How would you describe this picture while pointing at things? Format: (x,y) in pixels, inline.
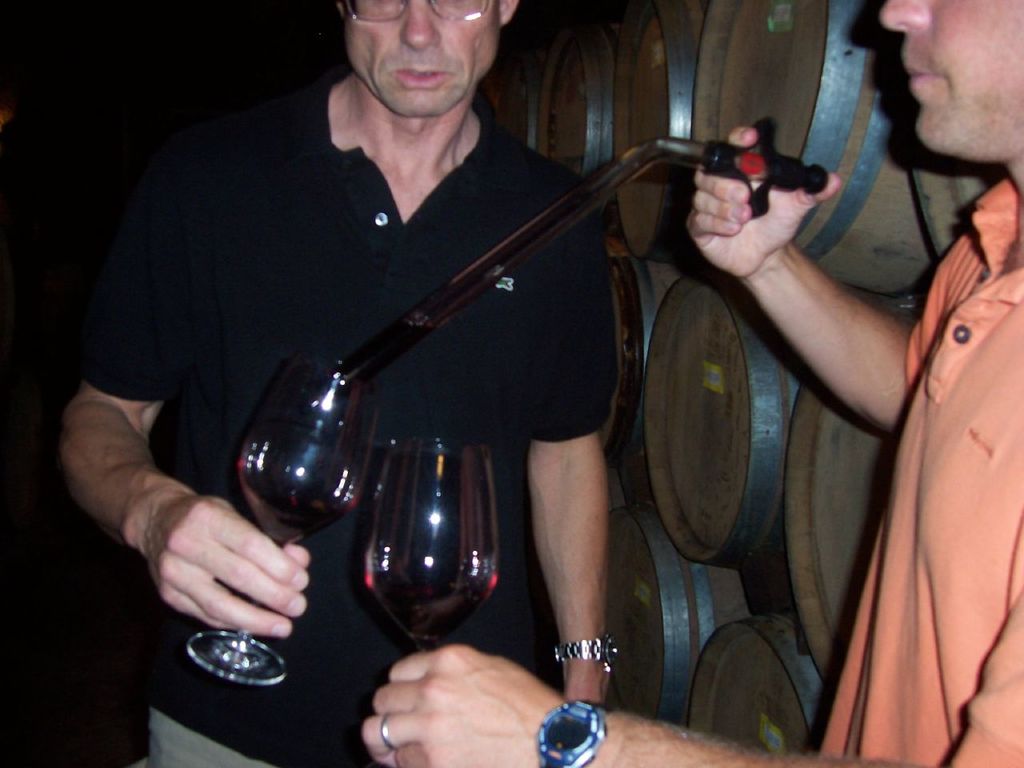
In the middle of the image (582,405) a man (204,336) is standing and holding a glass (266,501). Bottom right side of the image (984,628) a man (944,50) is standing and holding a glass (455,596).
